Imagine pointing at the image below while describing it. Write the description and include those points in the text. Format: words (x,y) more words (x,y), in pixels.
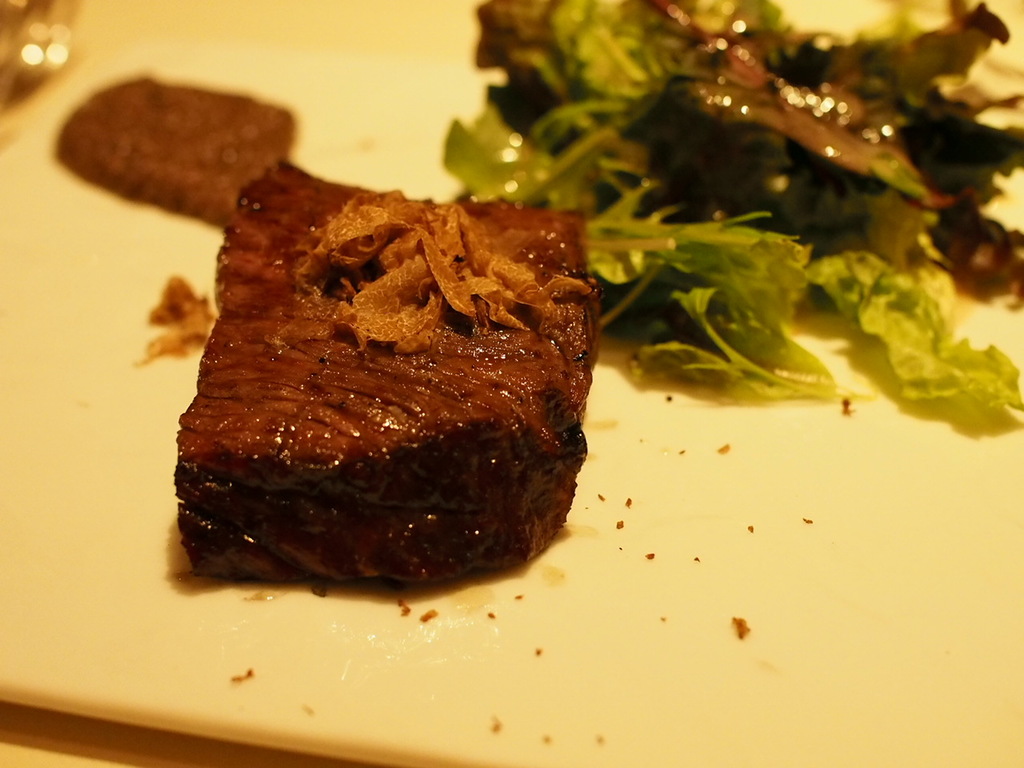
In this image in the foreground (380,191) there are some food items (530,185) in a plate (685,588).
